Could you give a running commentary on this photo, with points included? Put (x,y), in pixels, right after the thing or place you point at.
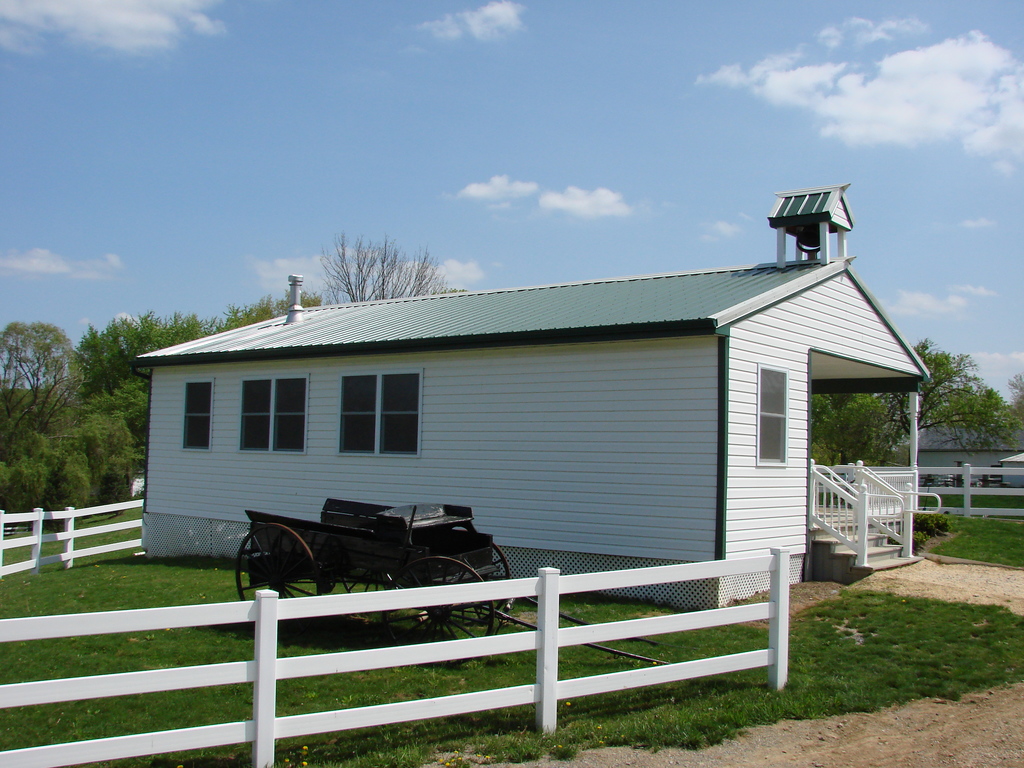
In this picture we can see the houses (751,458), stairs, railing (862,480), fencing (919,473), vehicle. In the background of the image (12,559) we can see the trees (21,425), grass (978,639). At the top of the image (632,126) we can see the clouds (763,80) are present in the sky (904,213). At the bottom of the image (793,757) we can see the ground (778,762).
